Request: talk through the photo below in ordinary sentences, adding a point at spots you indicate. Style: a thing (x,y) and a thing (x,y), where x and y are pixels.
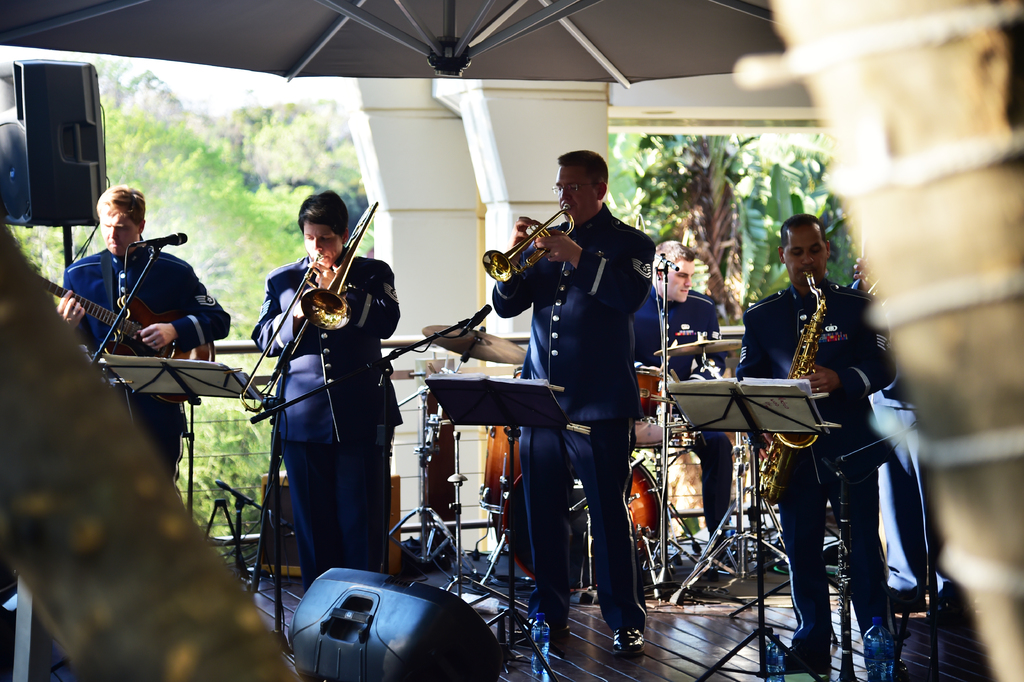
This picture shows a music band (286,442) who are playing a different musical instruments (131,313) in their hands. In front of them, there is a book (178,391) on the stand (491,418). There are some speakers (101,181), pillars (441,163) and some trees (243,167) in the background (233,185).
